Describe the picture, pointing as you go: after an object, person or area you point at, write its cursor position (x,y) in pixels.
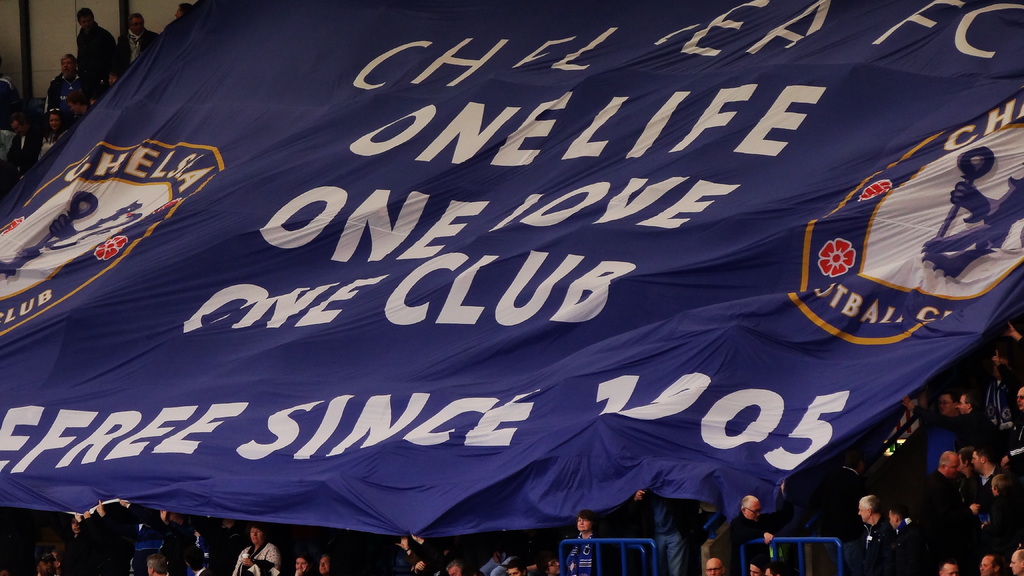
In this image there is a banner (496,303) having some text (436,323) and emblems (81,246). Background (580,571) there are people (243,549). Bottom of the image (599,565) there are metal rods (624,539). Left top there is a wall (53,49).
